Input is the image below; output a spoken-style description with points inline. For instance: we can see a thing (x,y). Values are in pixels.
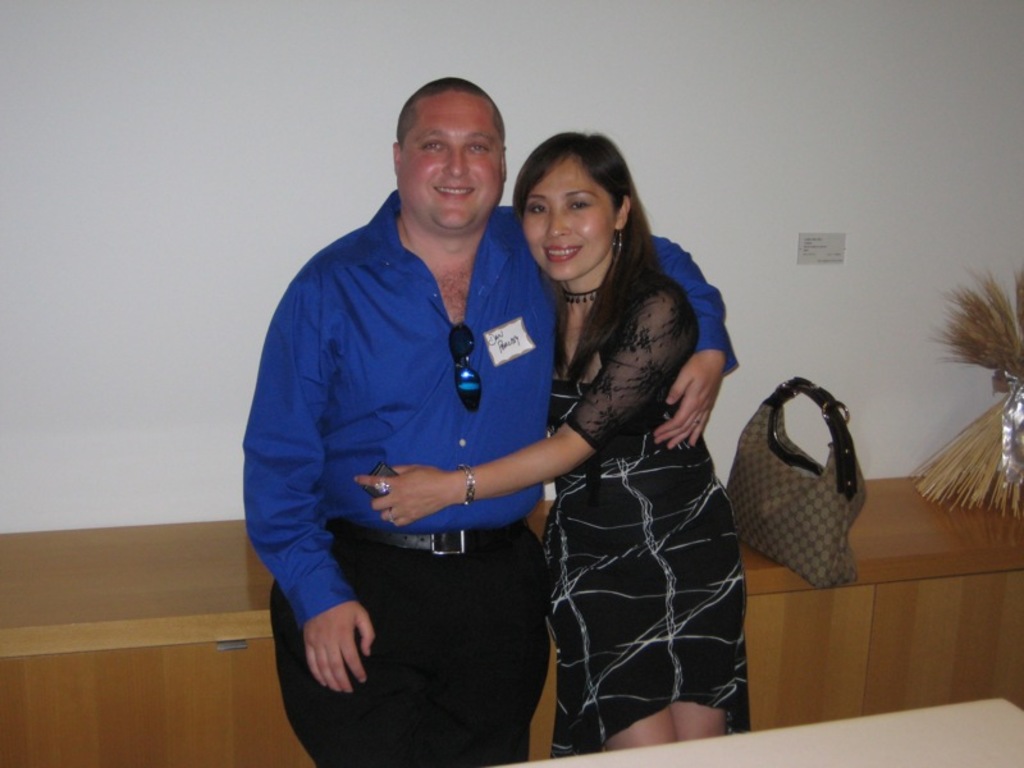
In this image there is a man (479,447) and women (685,565). A man (684,390) who is wearing a blue shirt (378,396) and a black pant (424,648) is hugging to the women (622,411). On the background (779,646) we can see a table (760,577). Besides her there is a bag (817,491). On the wall (800,232) there is a label (816,248).
